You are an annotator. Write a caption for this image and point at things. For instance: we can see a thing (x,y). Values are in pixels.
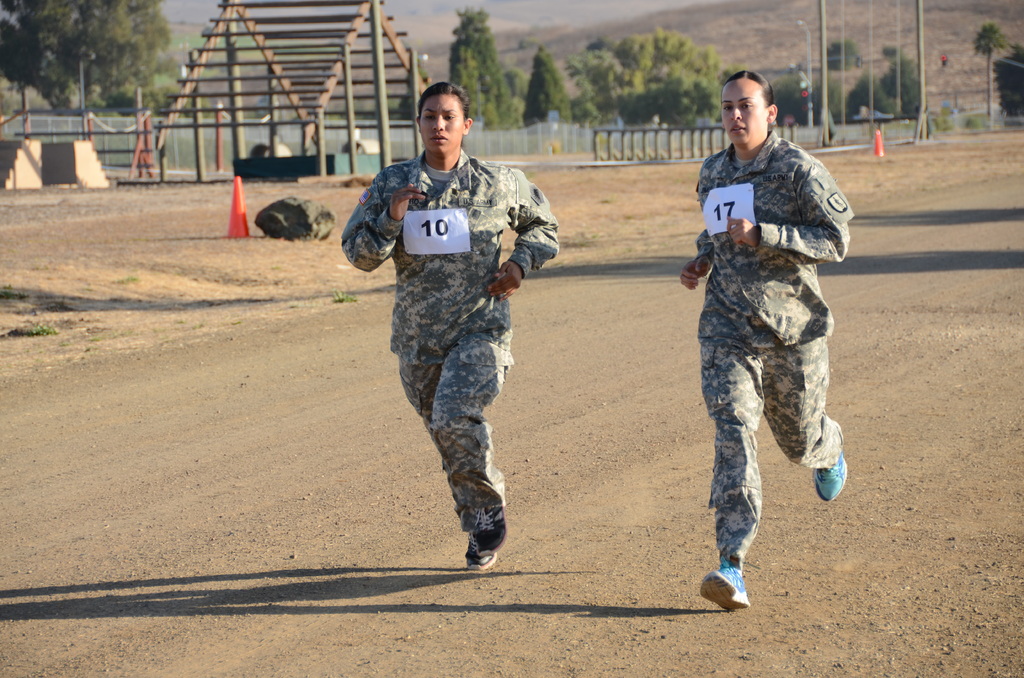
In this image there are two women (497,278) running on the road (222,363), at the top (462,85) there are boards (82,160), fence (590,131), trees (485,126), divider blocks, climbing frame (267,54) visible.
